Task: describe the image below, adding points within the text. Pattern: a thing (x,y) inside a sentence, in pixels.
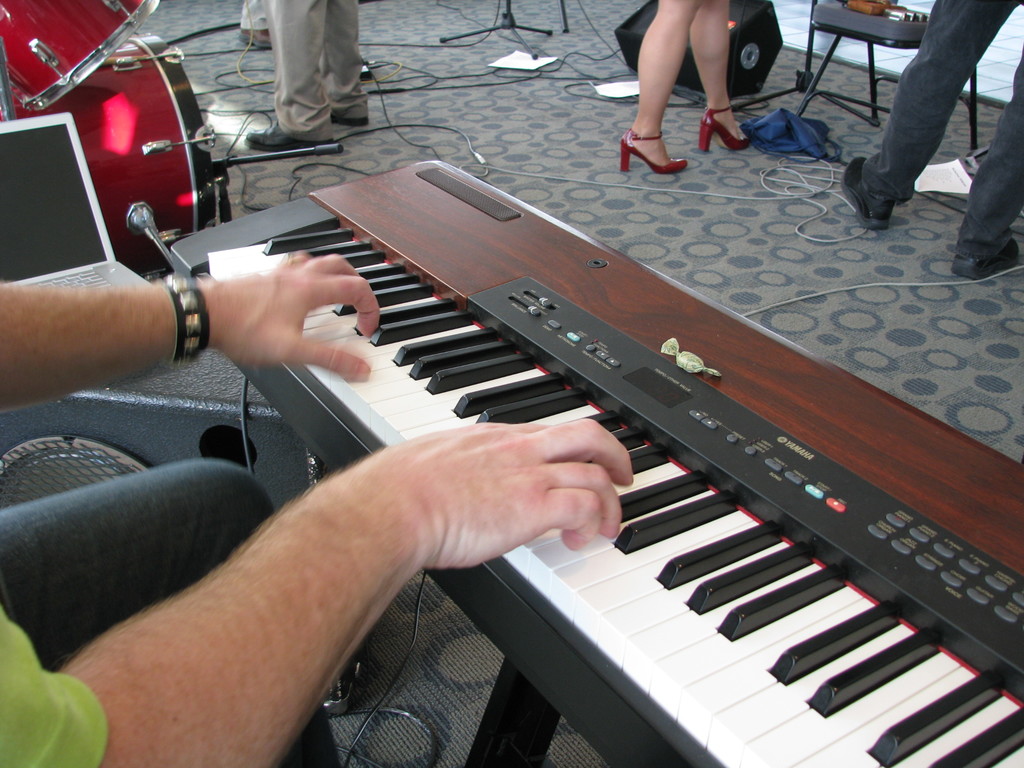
In this picture we can see some person (11,320) is playing piano (563,409) and beside to him we can see laptop (68,163), drums (181,142), wires (334,166), some person (668,38) standing, cloth (790,135), papers (616,86), speakers (748,35) and chair (851,34) and we have chocolate (670,352) on piano (652,348).
